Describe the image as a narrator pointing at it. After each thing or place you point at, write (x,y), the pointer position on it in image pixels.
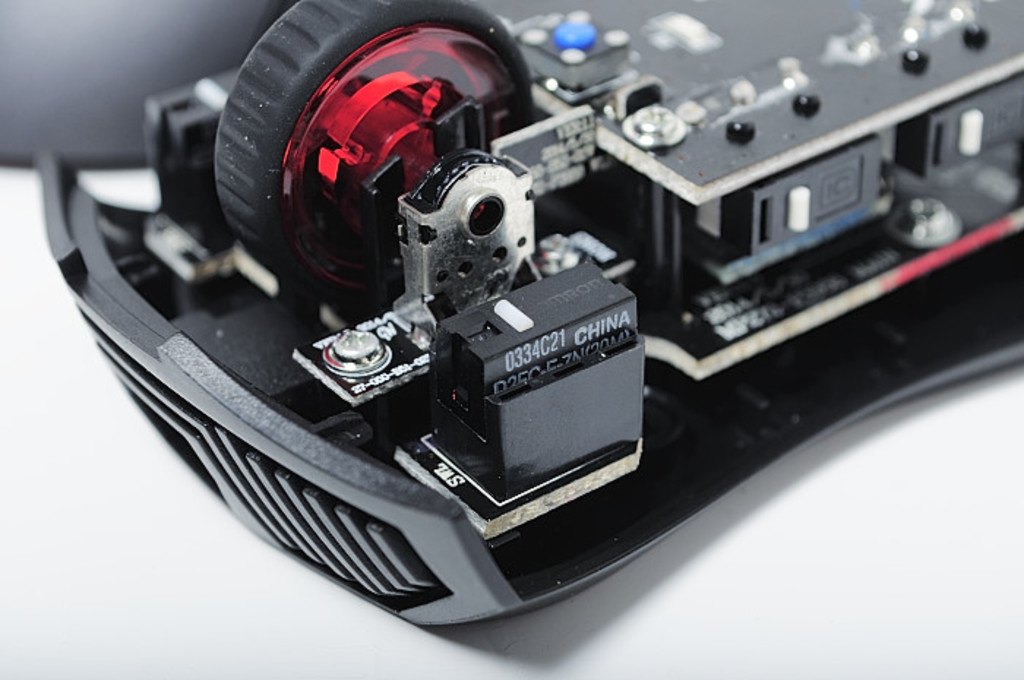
In this image we can see a machine (484,310) on the white colored surface (739,544), there are some texts (556,358) on it.
